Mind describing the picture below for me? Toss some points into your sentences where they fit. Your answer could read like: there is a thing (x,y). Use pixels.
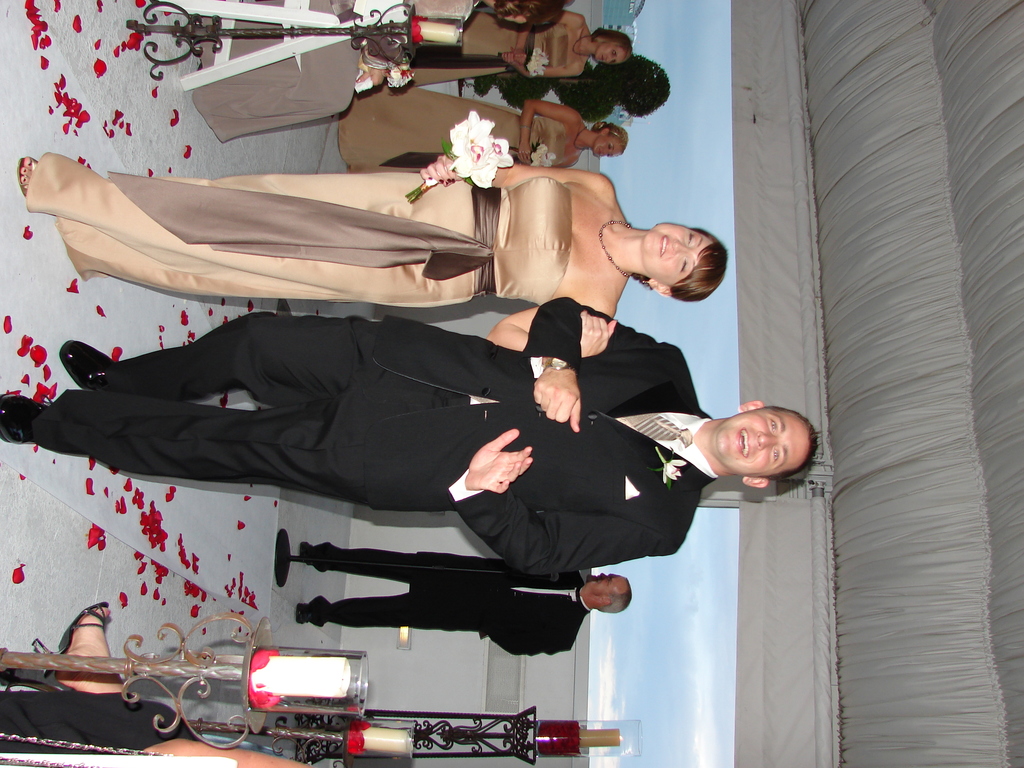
In this image, we can see a group of people (344,443). Here a woman (415,261) and men (519,487) are smiling and walking. Here we can see a woman (454,287) is holding a hand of a man (567,395) and a flower bouquet (463,168). At the top (371,18) and bottom of the image (361,706), we can see candles (323,689), glass objects (353,708) and stands (250,714). Background (683,672) we can see the sky (671,723). On the right side of the image (916,383), we can see pole (792,56) and cloth (876,554).
